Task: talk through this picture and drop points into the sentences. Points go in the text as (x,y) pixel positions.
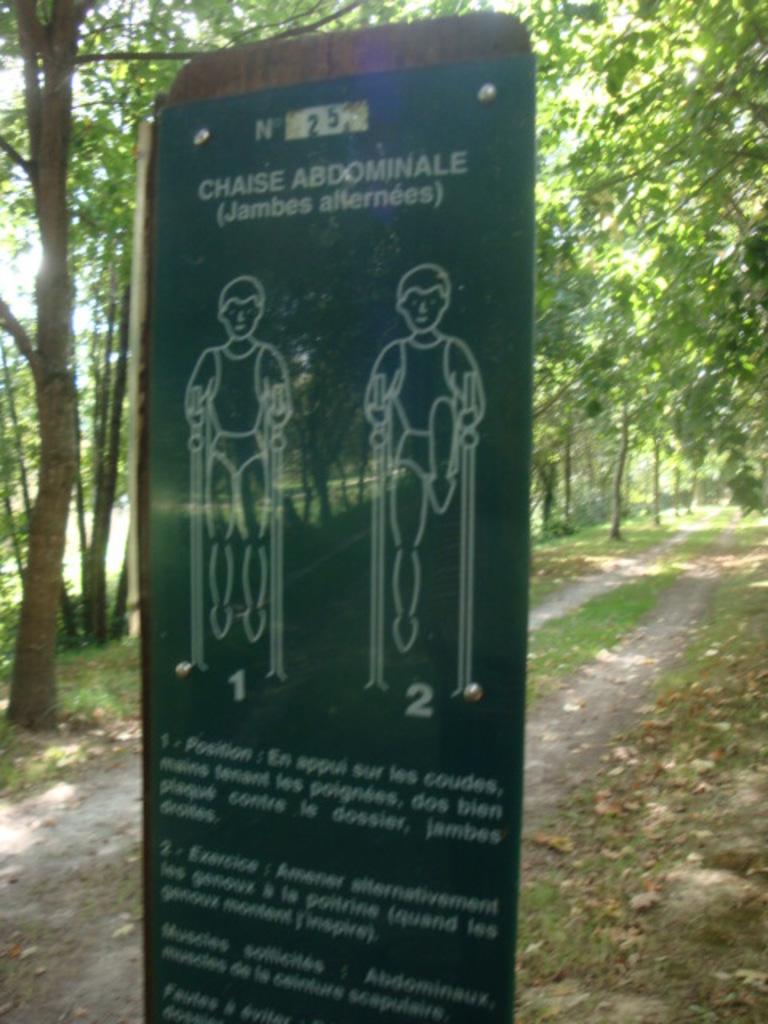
In this picture I can see there is a board (288,599) and there is something written on the board (363,922), there is grass (679,548) on the walkway (674,619) and there are few trees (98,584) in the backdrop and the sky (15,89) is clear.
